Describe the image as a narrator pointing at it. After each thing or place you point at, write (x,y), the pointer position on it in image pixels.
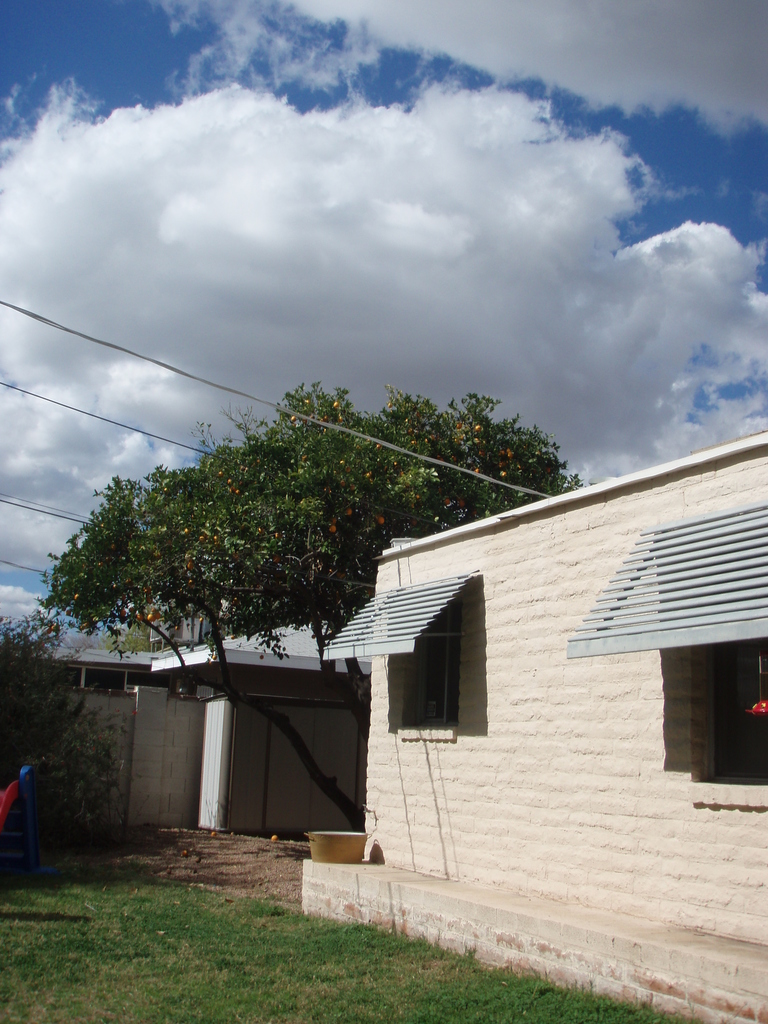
In this image in the center (316,611) there are some houses (408,798) trees (80,771) and at the bottom (187,968) there is grass (131,905), sand (212,846) and one basket (336,854). On the top of the image (153,262) there is sky (171,420) and some wires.
